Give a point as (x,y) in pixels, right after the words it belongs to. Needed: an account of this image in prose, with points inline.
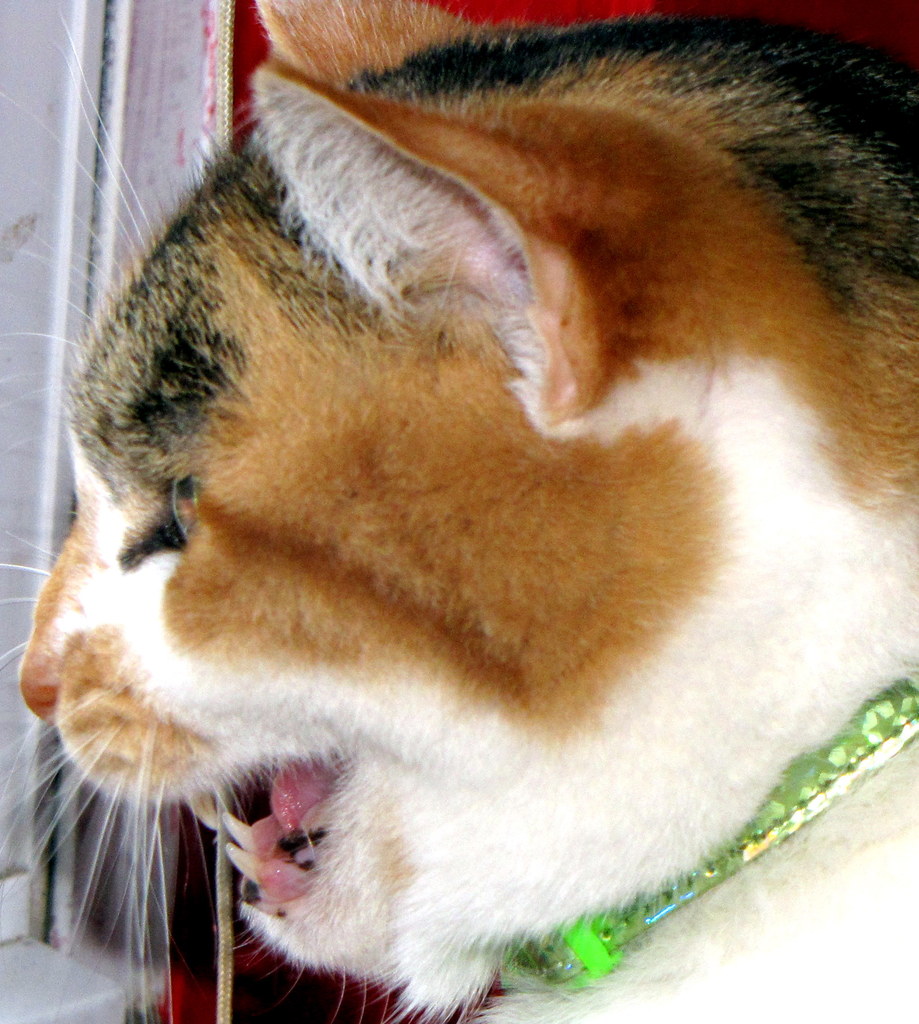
In this picture we can observe a cat (200,602) which is in brown, white and black colors. We can observe a green color belt (889,719) around its neck (585,821). We can observe red color curtain (252,976) in the background (535,22).
